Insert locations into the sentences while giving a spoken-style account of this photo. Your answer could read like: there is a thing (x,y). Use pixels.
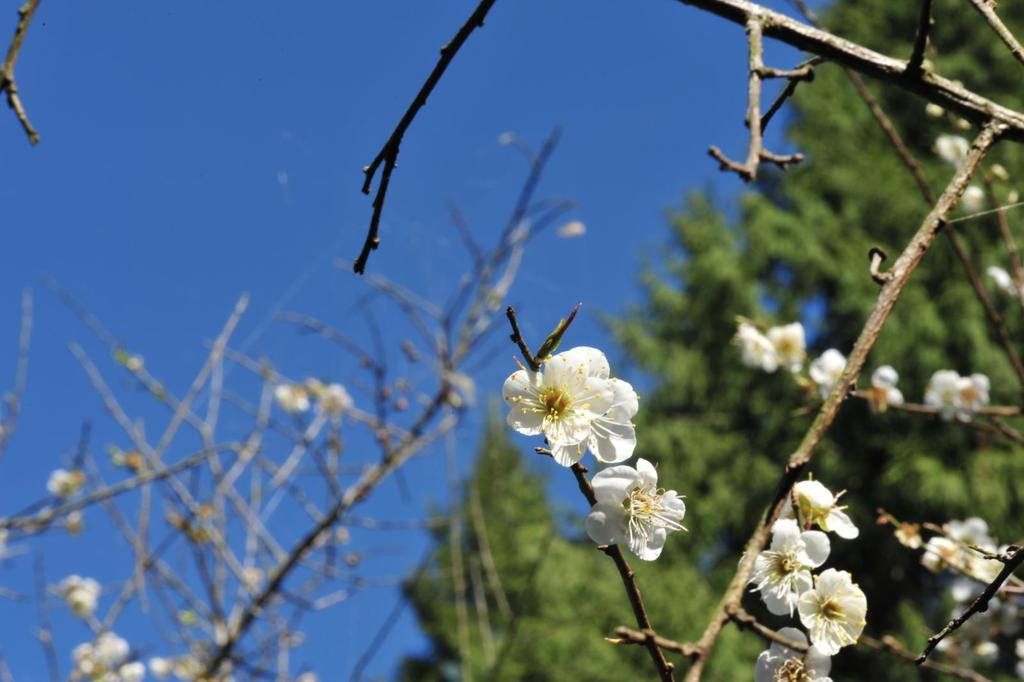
There are trees (681,418), this is blue color sky (277,183).
